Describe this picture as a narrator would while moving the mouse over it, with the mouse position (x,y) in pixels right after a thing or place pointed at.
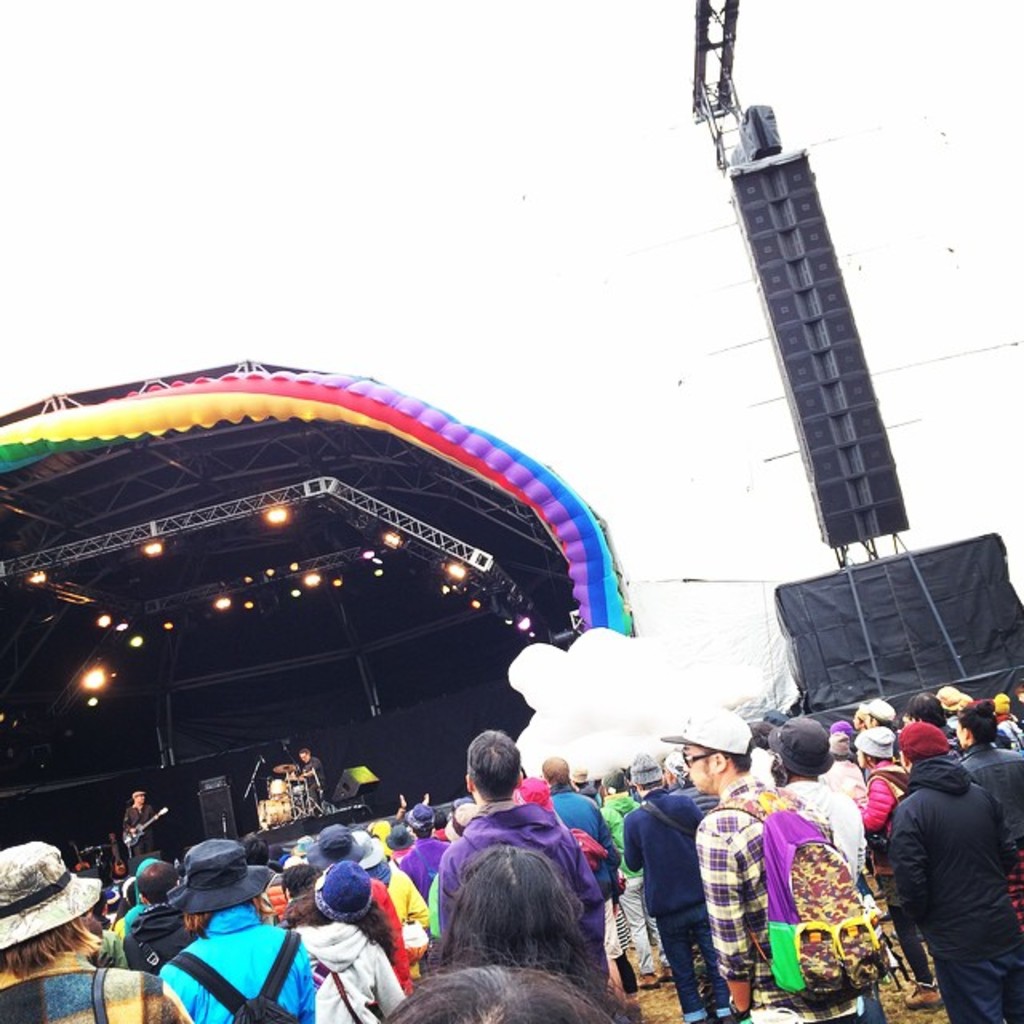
In this image, at the bottom (769,827) there are people (717,878) standing. On the left (318,794) there are two people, they are playing musical instruments (291,818) and there are speakers (336,796), lights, roof (44,521), stage (474,718). On the right (914,573) there are speakers (865,437), cloth (869,636). At the top (657,326) there is sky (391,228).
